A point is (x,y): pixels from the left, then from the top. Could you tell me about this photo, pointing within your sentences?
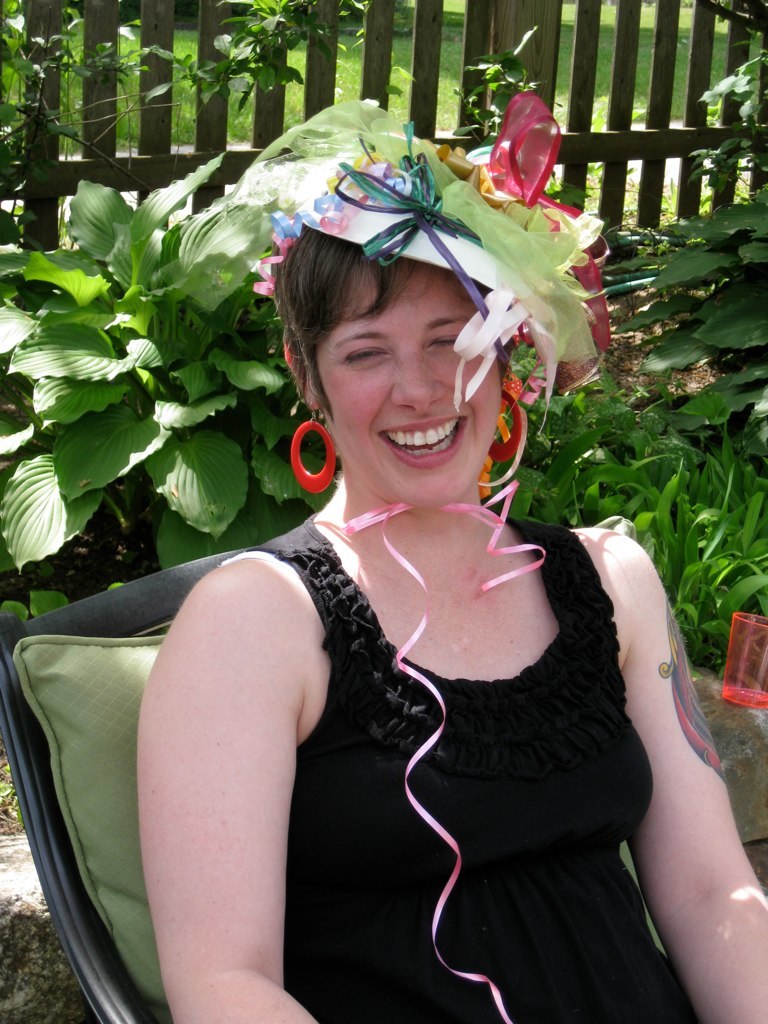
In this image we can see a person (392,846) wearing black color dress (516,804) and there is something on her head (301,247) and at the background of the image (211,135) there is fencing (391,66) and plants (748,374).
